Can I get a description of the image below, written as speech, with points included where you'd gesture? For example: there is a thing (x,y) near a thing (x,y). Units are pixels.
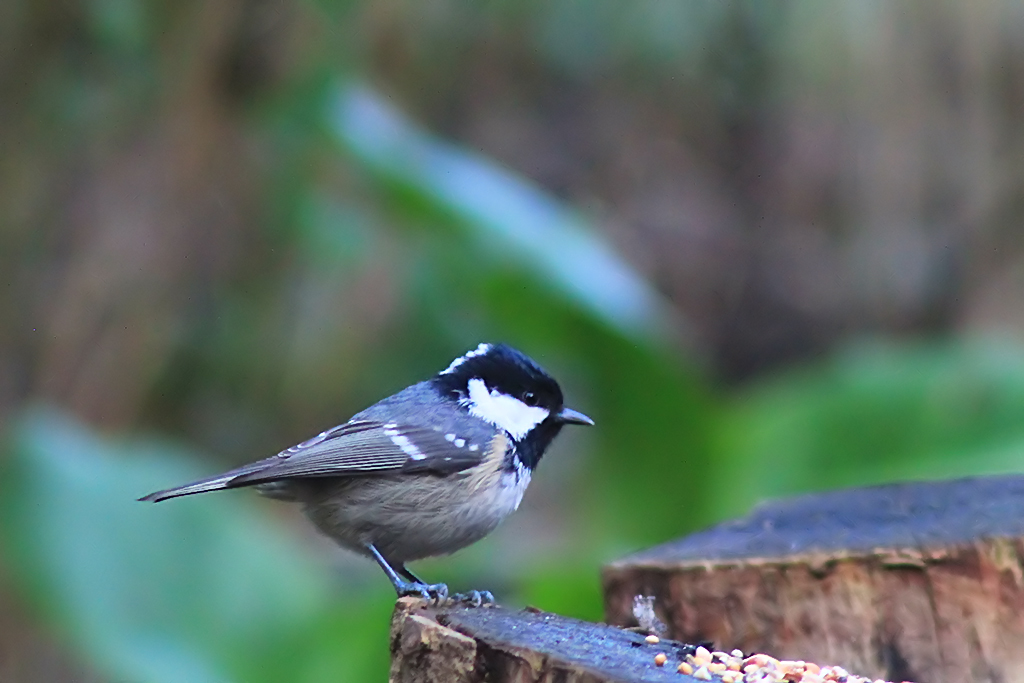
This image is taken outdoors. In this image the background (240,574) is a little blurred. In the middle of the image (465,360) there is a bird (350,439) on the bark (518,650) and there are a few grains (697,659) on the bark (555,658). On the right side of the image (838,544) there is another bark (743,572).
